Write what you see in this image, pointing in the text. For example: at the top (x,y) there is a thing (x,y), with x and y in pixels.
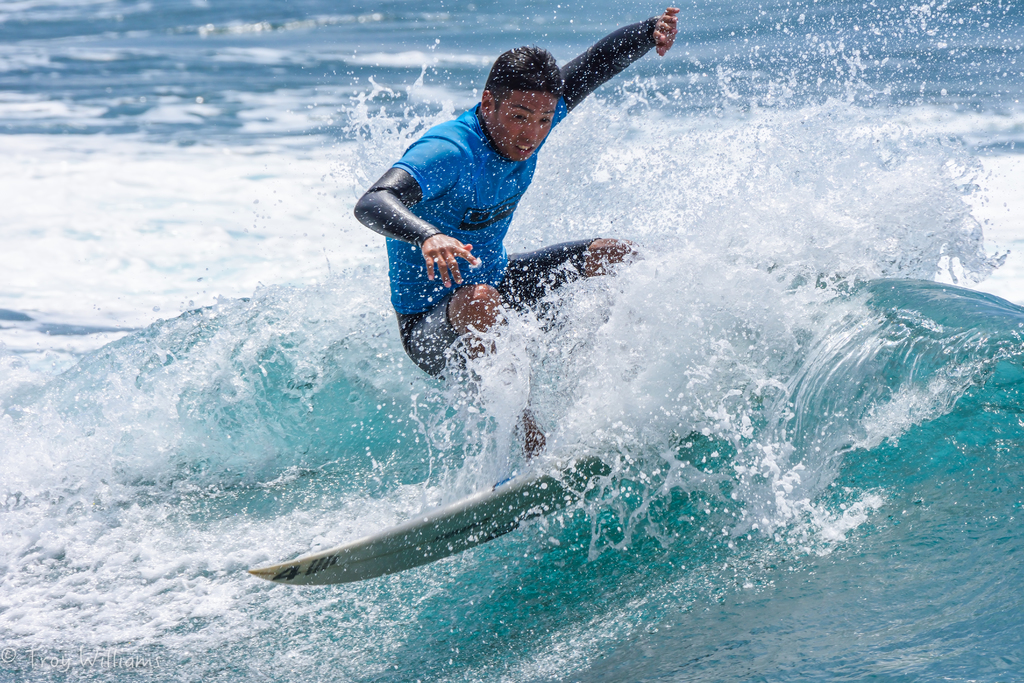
In this image we can see a person (512,171) surfing in the water (512,311) and we can see the waves (446,389).
